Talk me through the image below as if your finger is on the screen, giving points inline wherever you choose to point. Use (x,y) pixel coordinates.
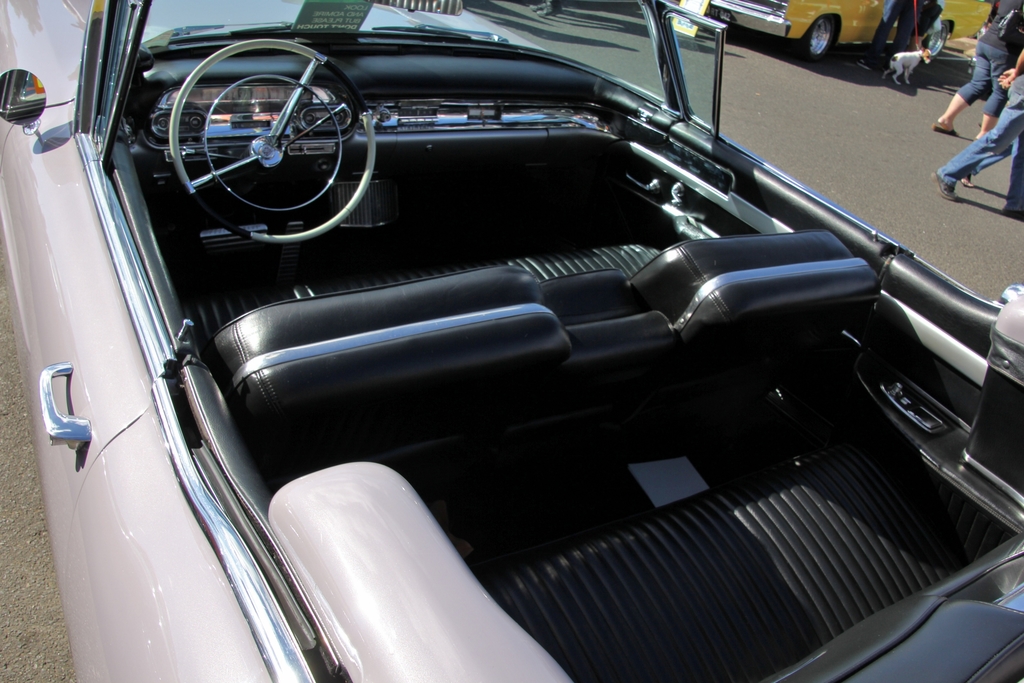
In this picture we can observe a topless car (609,235) on the road (39,591). We can observe some people (976,82) and a dog (909,72) on the right side (997,105). In the background (753,22) there is yellow color car (771,21).
